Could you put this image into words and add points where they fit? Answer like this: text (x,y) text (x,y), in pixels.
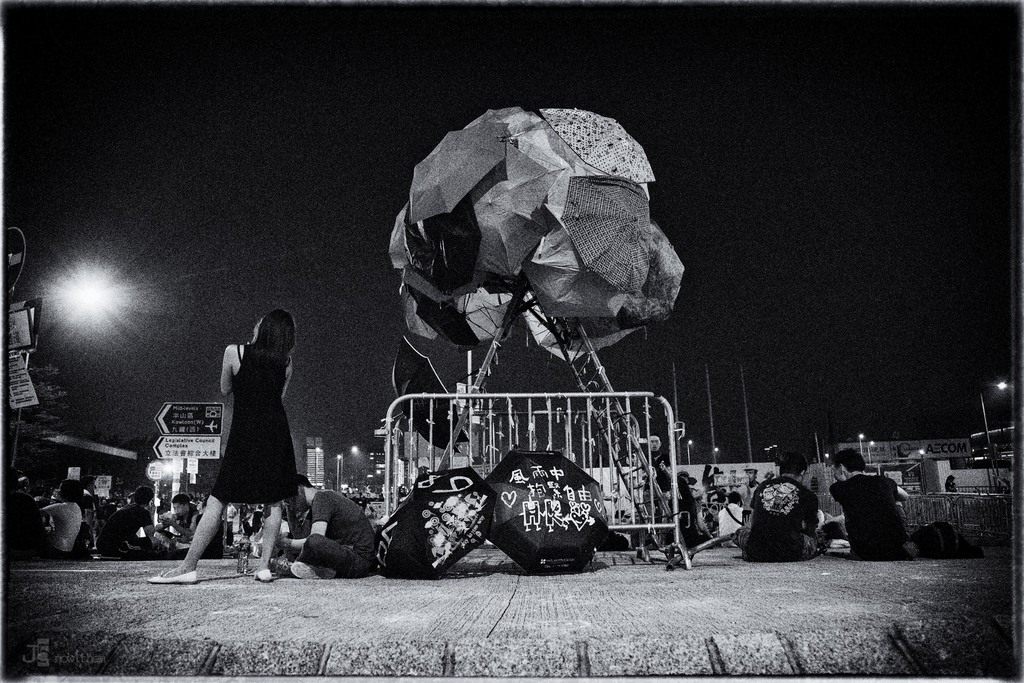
This picture is a black and white image. In this image we can see some umbrellas (549,274) with ladders (456,432) in the middle of the image (596,248), two umbrellas (507,505) with text (527,514) on the ground (448,582), one tree (26,422) on the left side of the image (44,399), some boards (9,339) with text (17,399), some poles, some lights (106,290) with poles (15,452), one umbrella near the ladder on the left side of the image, few people (667,466) are standing, some people (19,482) are sitting on the ground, some people (726,510) holding objects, one barrier (452,415), some objects (245,563) on the ground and the background (178,209) is dark.
